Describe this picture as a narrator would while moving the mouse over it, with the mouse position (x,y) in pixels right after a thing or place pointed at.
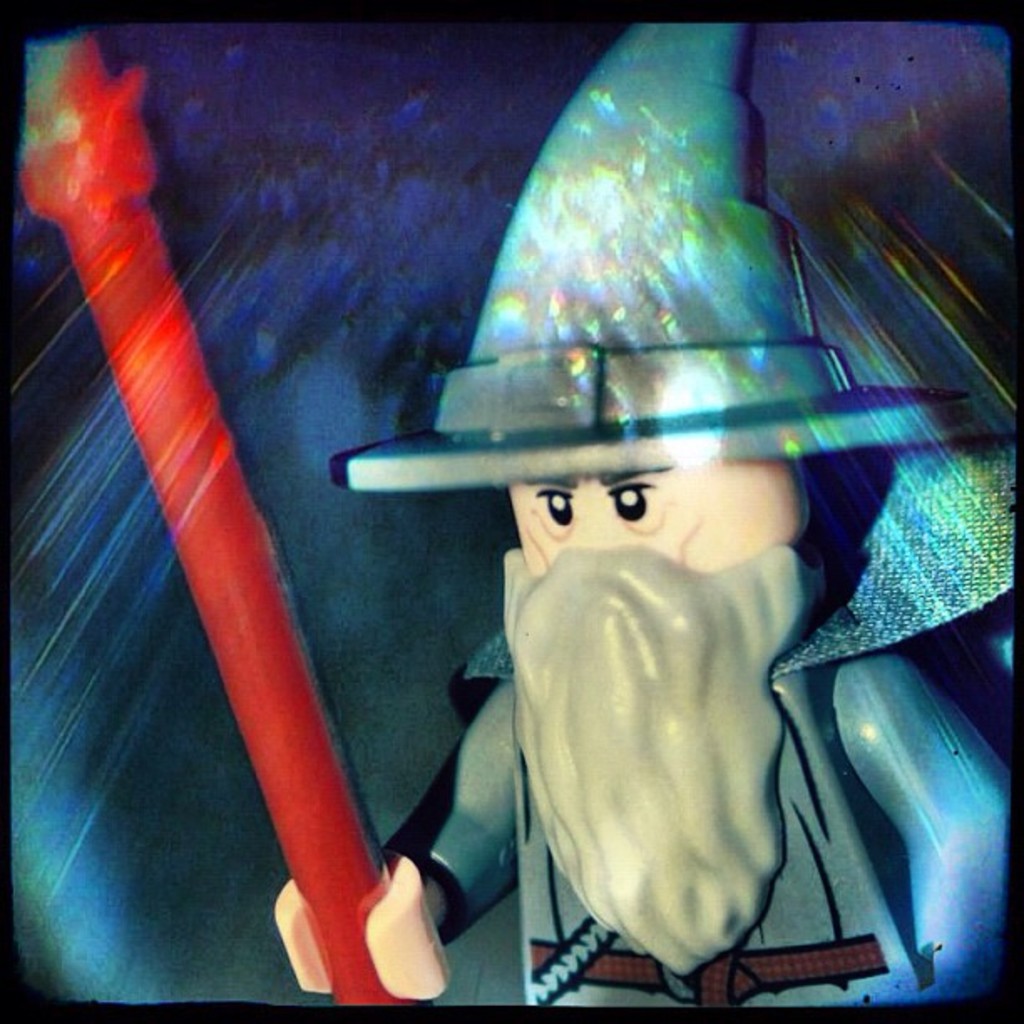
This is an animated image. We can see a person (971,878) holding some object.
